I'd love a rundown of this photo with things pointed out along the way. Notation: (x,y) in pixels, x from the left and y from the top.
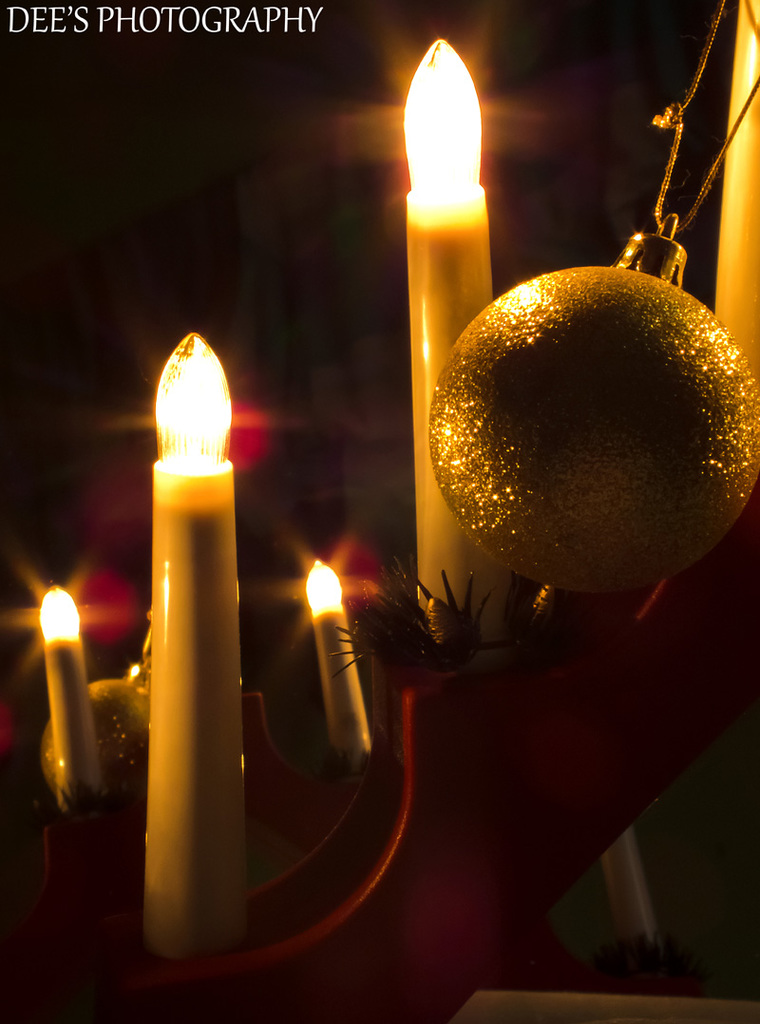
In this image we can see candles (210,945), decorative ball (602,517), and few objects (567,754). There is a dark background (369,32). At the top of the image (311,11) we can see something is written on it.
